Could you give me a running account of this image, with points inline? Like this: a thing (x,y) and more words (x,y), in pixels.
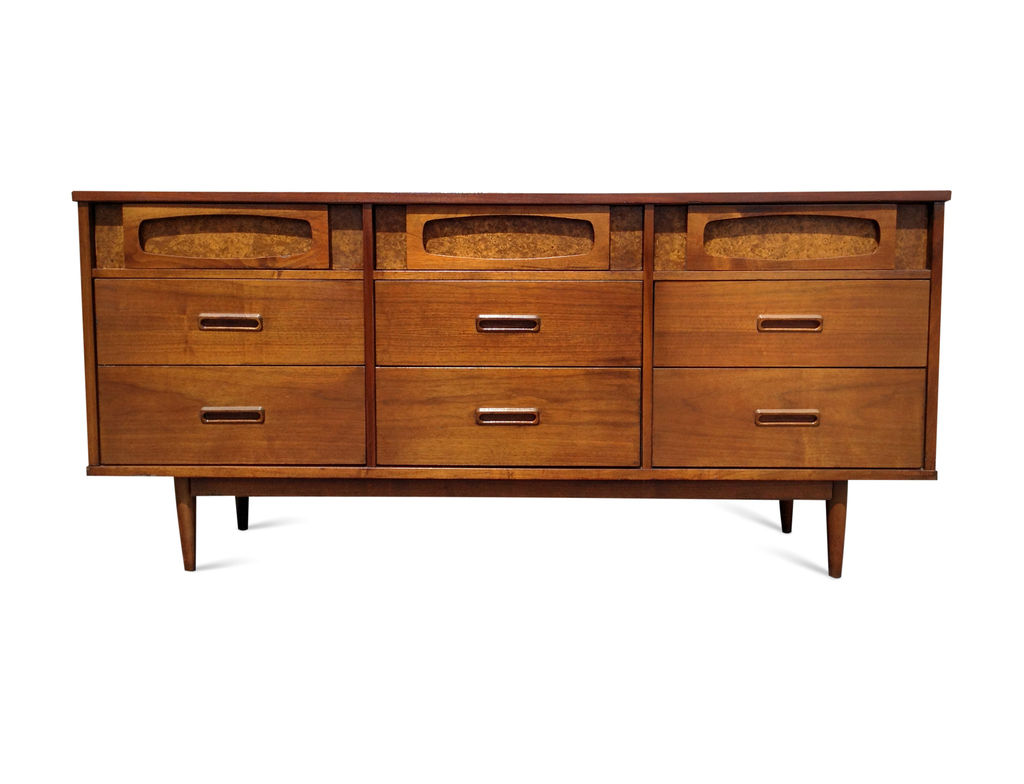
This cupboard (428,293) is highlighted in this picture. This cupboard (537,346) is in brown color.
